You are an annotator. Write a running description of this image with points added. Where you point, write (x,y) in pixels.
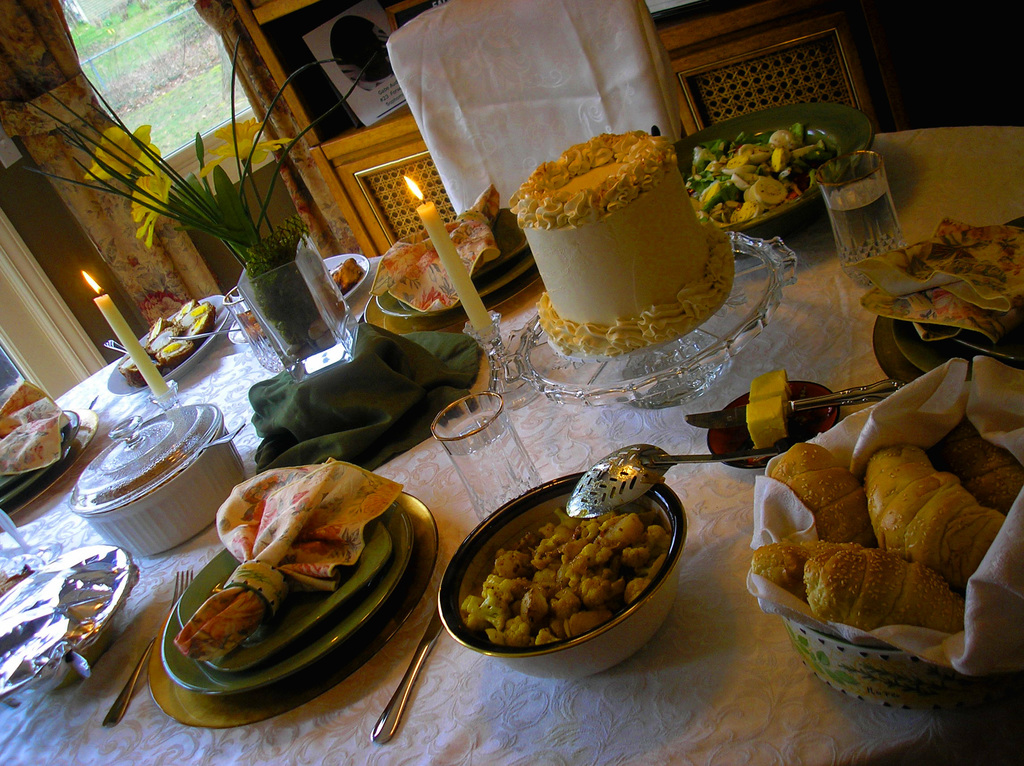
There are candles (109,298), a cake (565,273) on the glass bowl (745,280), and other food items (545,529) in the bowls (665,523), pot plant (248,295), which is having flowers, fork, knife (388,704) and other objects (429,547) on the table (678,757), which is covered with white color cloth (601,719), near a white color chair (527,70). In the background (347,50), there are posters (382,55) pasted on the wall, there is grass (194,113) and there are plants (206,55).
